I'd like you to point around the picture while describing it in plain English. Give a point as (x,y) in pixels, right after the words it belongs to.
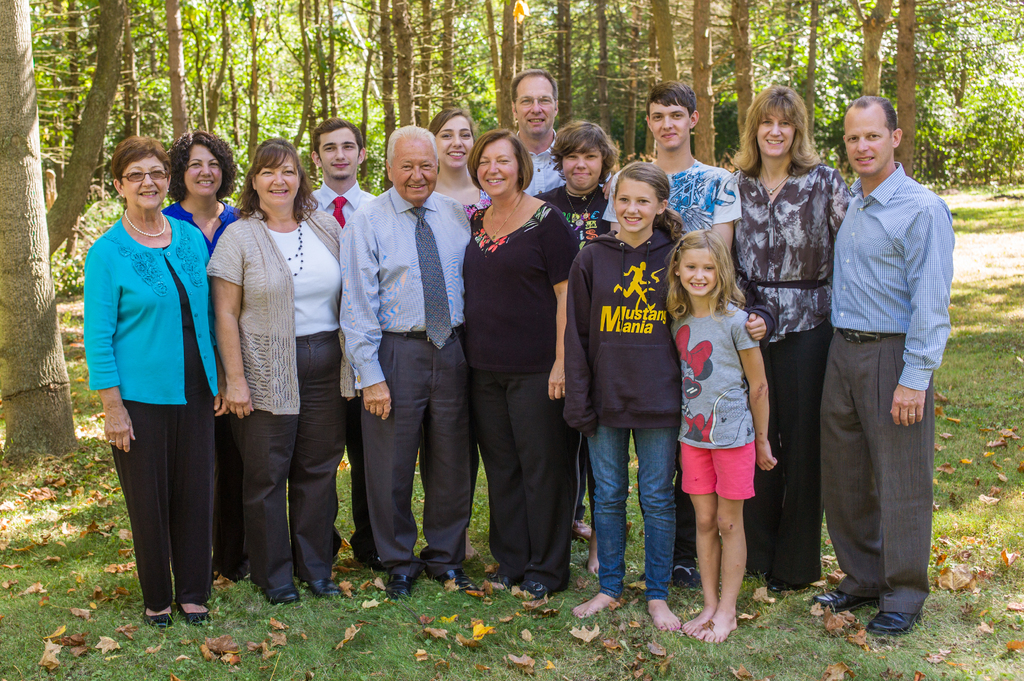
In the picture we can see a group of people (626,383) are standing on the grass surface (965,410) and they are smiling and behind them we can see the trees (882,11).
